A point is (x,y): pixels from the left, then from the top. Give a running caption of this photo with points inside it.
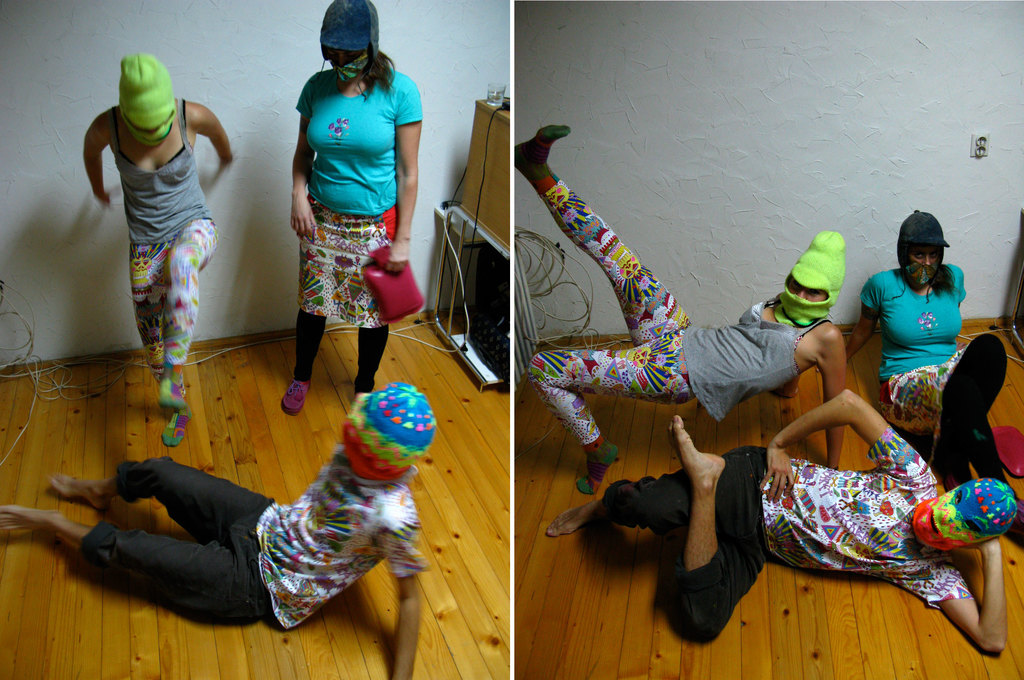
In this image we can see a collage of 2 images. 3 people (905,435) are present on a wooden surface (157,605) wearing masks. There is a wall (220,38) at the back (232,56).
